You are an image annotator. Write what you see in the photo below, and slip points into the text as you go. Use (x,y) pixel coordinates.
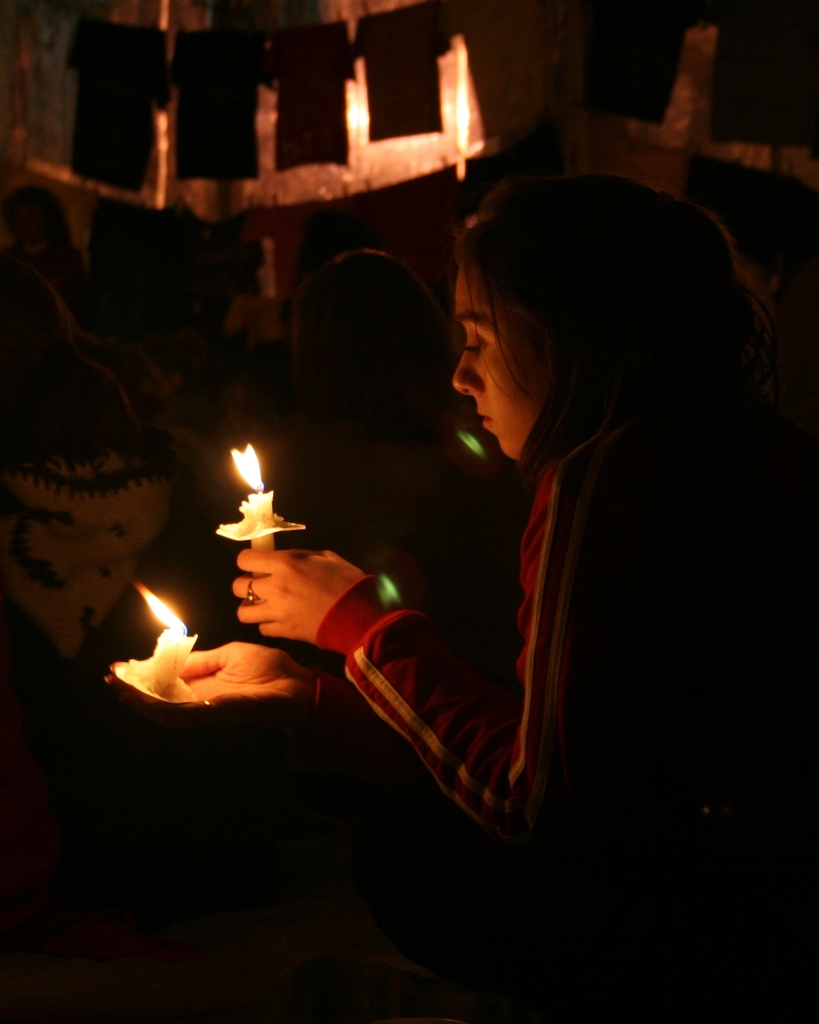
In this image there are people (380,479) standing and a woman (562,658) is holding candles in her hand (283,601).
